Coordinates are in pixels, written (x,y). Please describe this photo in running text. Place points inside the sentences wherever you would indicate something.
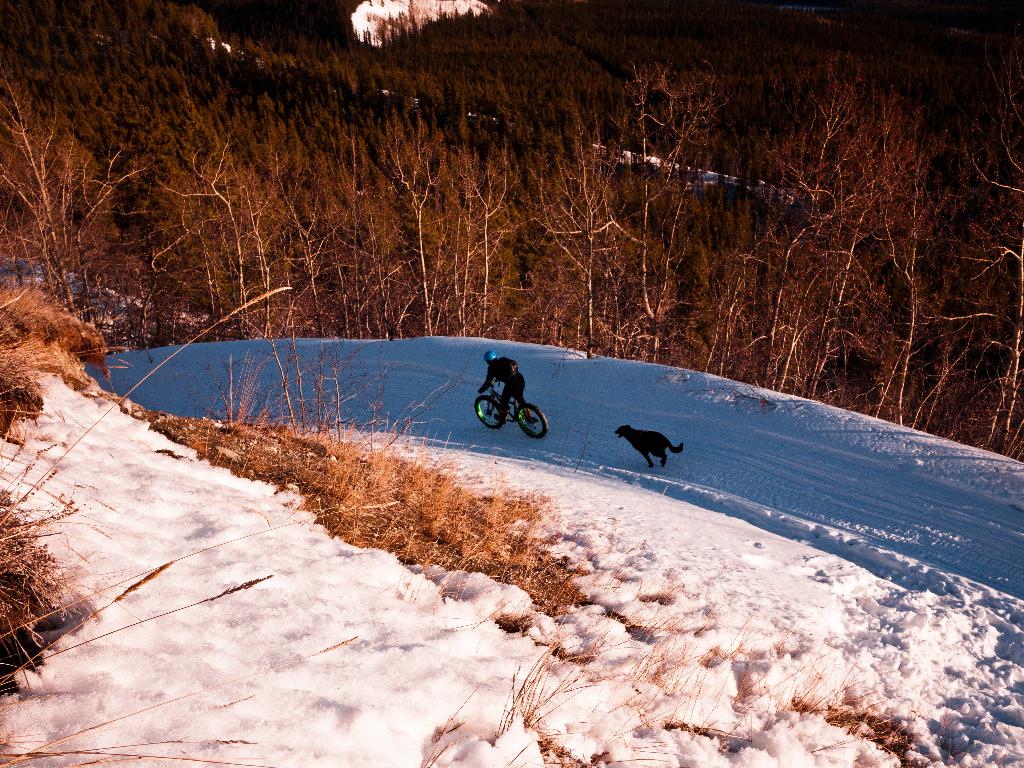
In this picture we can observe a person (490,380) cycling a bicycle (489,410). There is a black color dog (646,448) running in this path (909,520). We can observe some snow (307,560) and dried grass (369,498) here. In the background (329,199) there are some dried trees (355,136).
